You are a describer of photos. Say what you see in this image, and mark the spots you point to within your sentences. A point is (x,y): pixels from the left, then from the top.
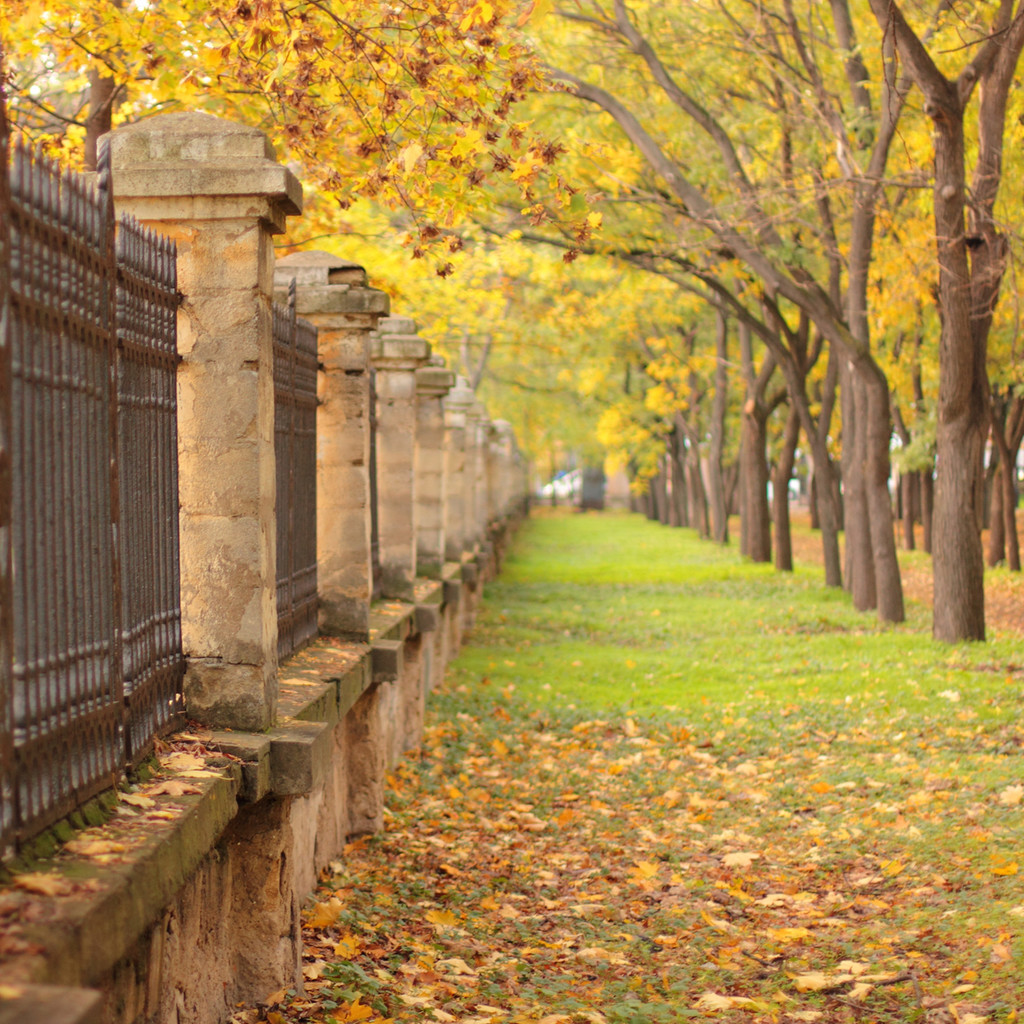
In this picture we can see some fencing (477,414) and a wall (25,975) on the left side (314,398). Some grass (644,634) and leaves (275,1011) are visible on the ground (859,730). There are few trees (804,448) on the right side (943,336).
